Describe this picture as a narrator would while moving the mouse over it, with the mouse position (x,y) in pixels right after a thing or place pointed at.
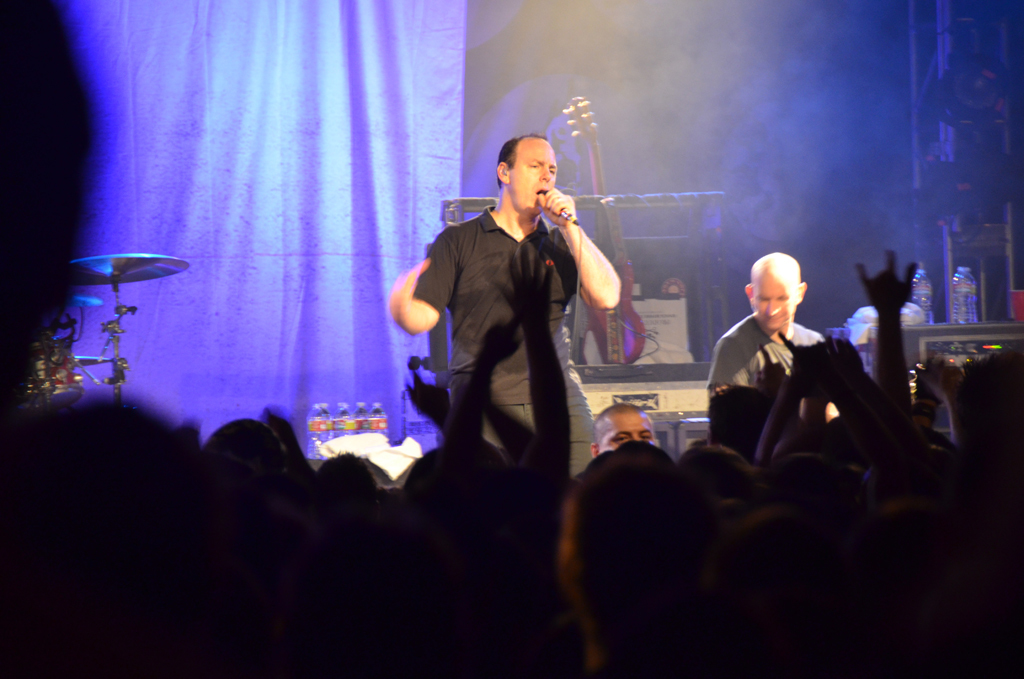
Here in this picture in the middle (521,257) we can see a person (489,305) singing a song with a microphone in his hands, beside him also we can see another person (754,343) present and behind them we can see musical instruments (588,349) present over there and we can also see water bottles (310,420) present and in the front (565,428) we can see number of people (508,481) standing and watching them and behind them we can see a curtain (323,133) present.
